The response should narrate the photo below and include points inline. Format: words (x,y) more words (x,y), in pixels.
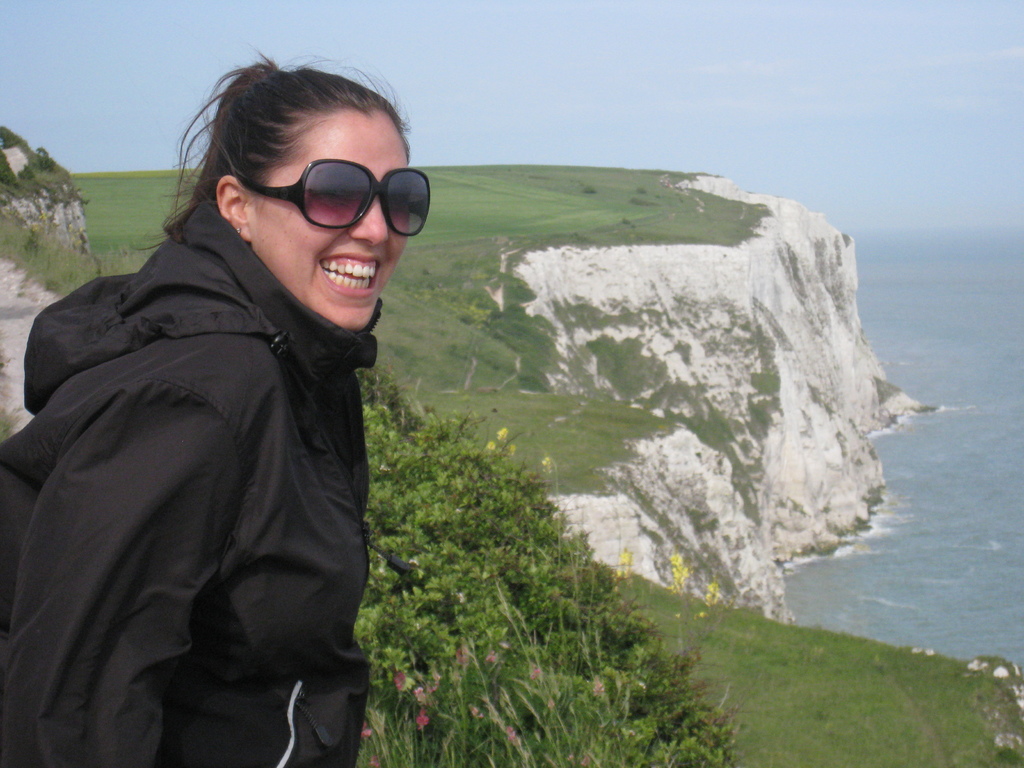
In this image we can see there is a woman (97,550) standing on the mountain (609,389) which is filled with grass (752,756) and plants (712,738), behind that there is a sea (897,503).
